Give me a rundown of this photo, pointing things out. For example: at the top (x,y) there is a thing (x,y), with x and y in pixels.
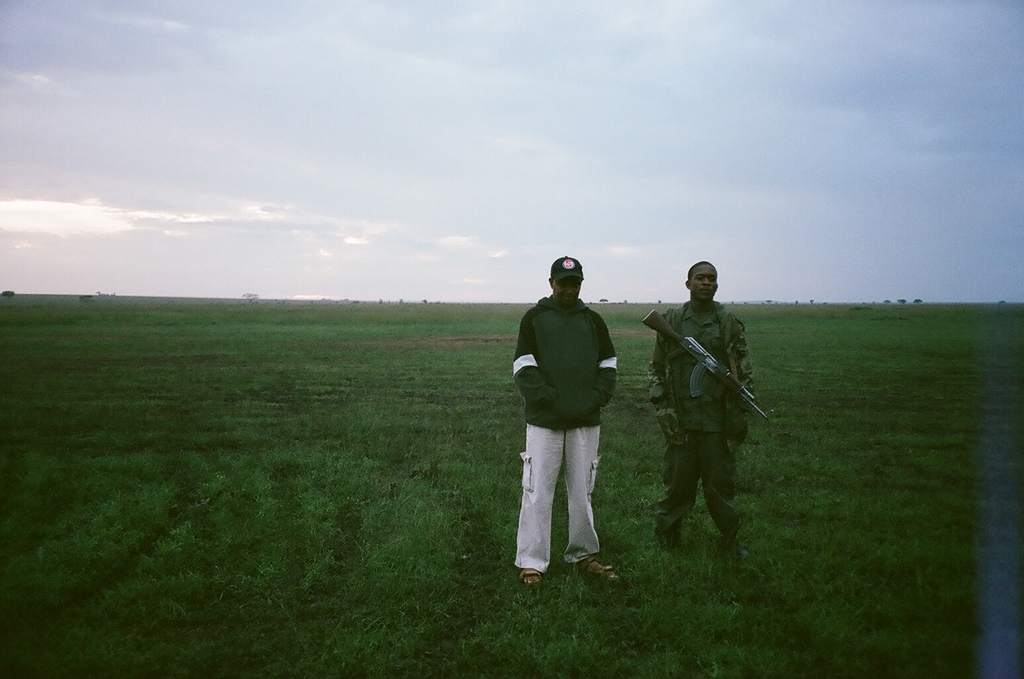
In this image, we can see people (578,410) on the ground (603,414) and one of them is wearing uniform (675,368) and a gun (694,383) and the other is wearing a cap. At the top (330,137), there is sky (487,232).
